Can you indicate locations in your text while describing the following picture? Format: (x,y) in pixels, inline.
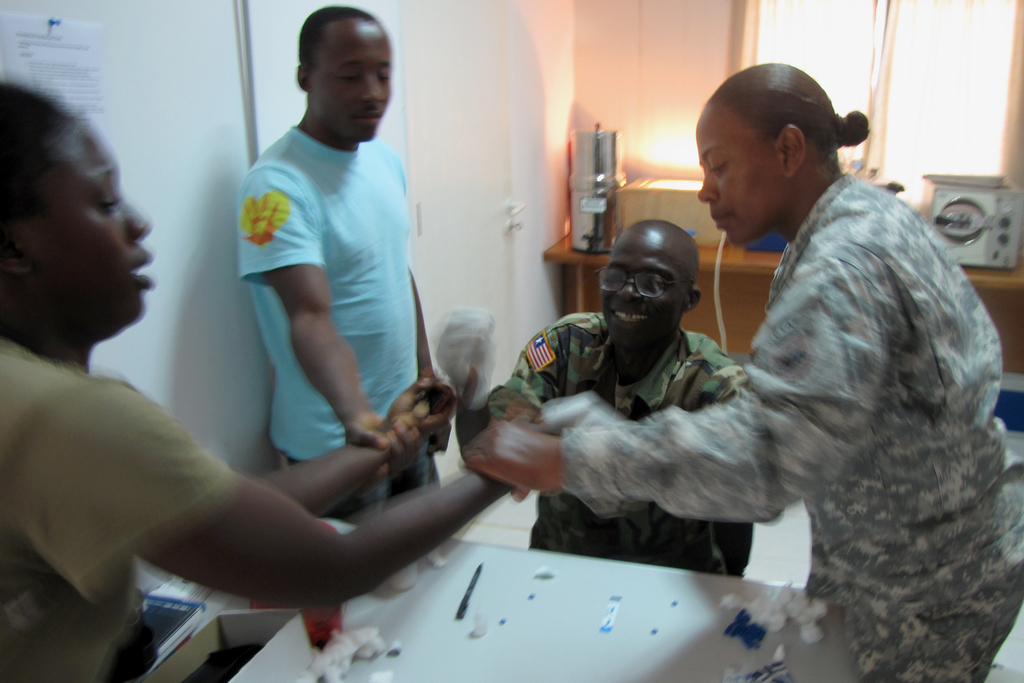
In this picture we can see a group of people (513,422), here we can see tables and some objects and in the background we can see a wall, window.
